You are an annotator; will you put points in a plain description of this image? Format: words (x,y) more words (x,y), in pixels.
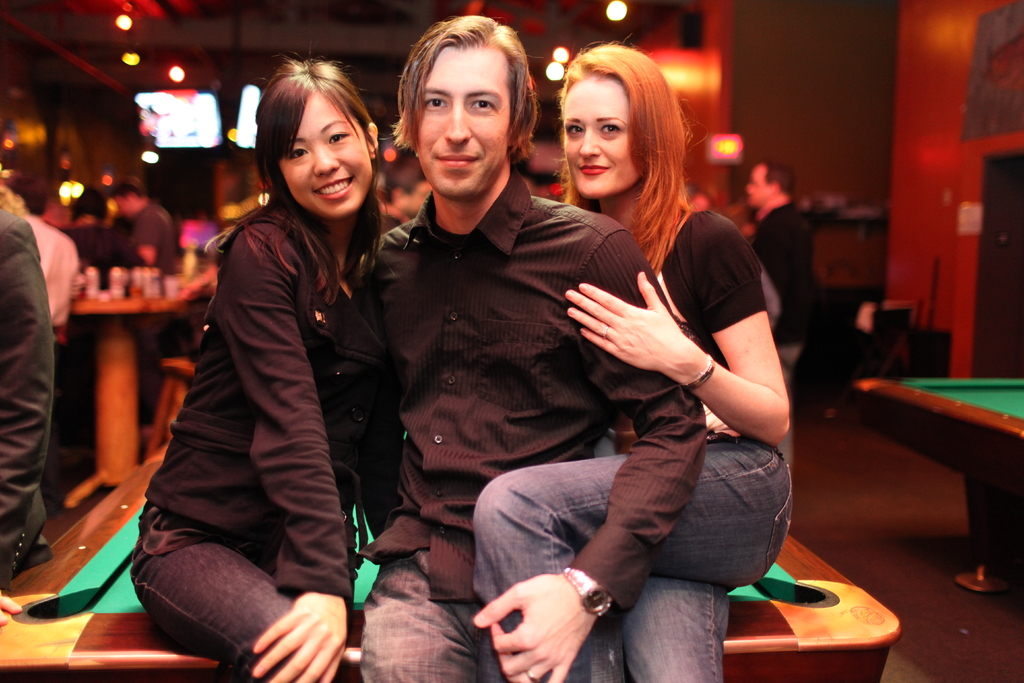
This image is clicked in a pub (91,349). In the front (163,548), the three people (267,315) are sitting on a snooker table (751,677). All are wearing black dress (463,375). In the background (116,344), there are many tables (118,328), wall (131,146), and light (715,143). To the right (974,468), there is a snooker table (957,468). At the bottom (937,655), there is a floor (947,659).
